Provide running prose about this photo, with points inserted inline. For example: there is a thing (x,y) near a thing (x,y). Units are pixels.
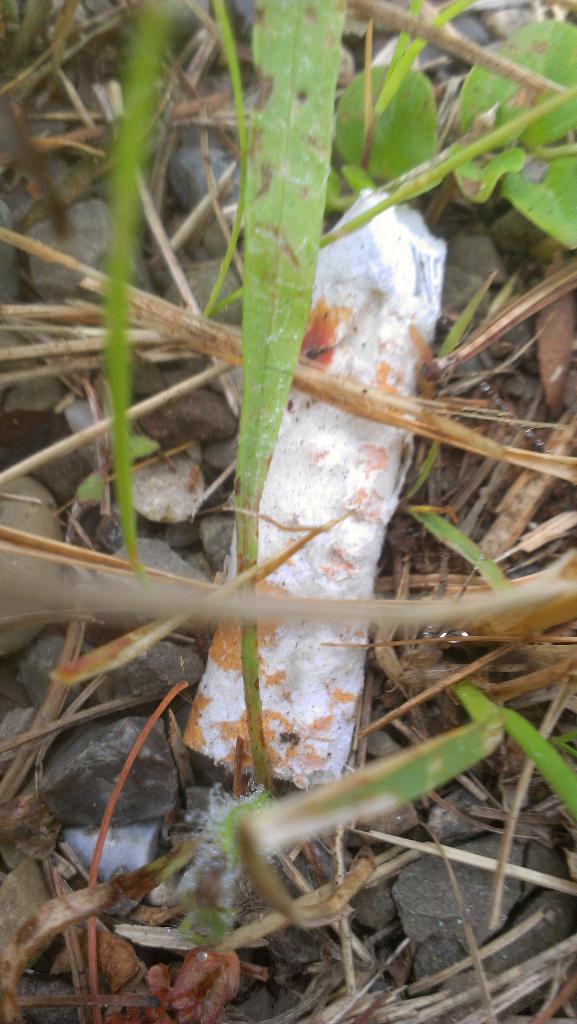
In this image I can see grass (326,819), stones (137,657) and a white color object (229,641).
